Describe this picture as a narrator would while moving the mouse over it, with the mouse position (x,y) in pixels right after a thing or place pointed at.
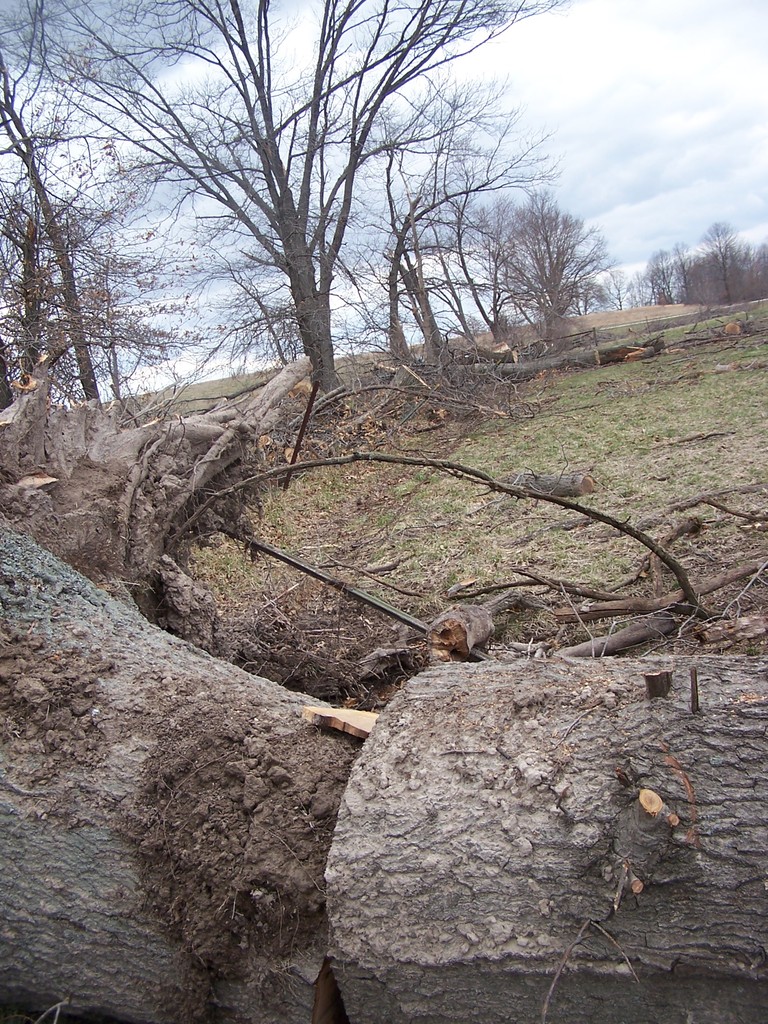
We can see wooden objects (760,792) and grass (490,501). In the background (304,310) we can see trees (431,314) and sky (641,122) with clouds (644,147).
